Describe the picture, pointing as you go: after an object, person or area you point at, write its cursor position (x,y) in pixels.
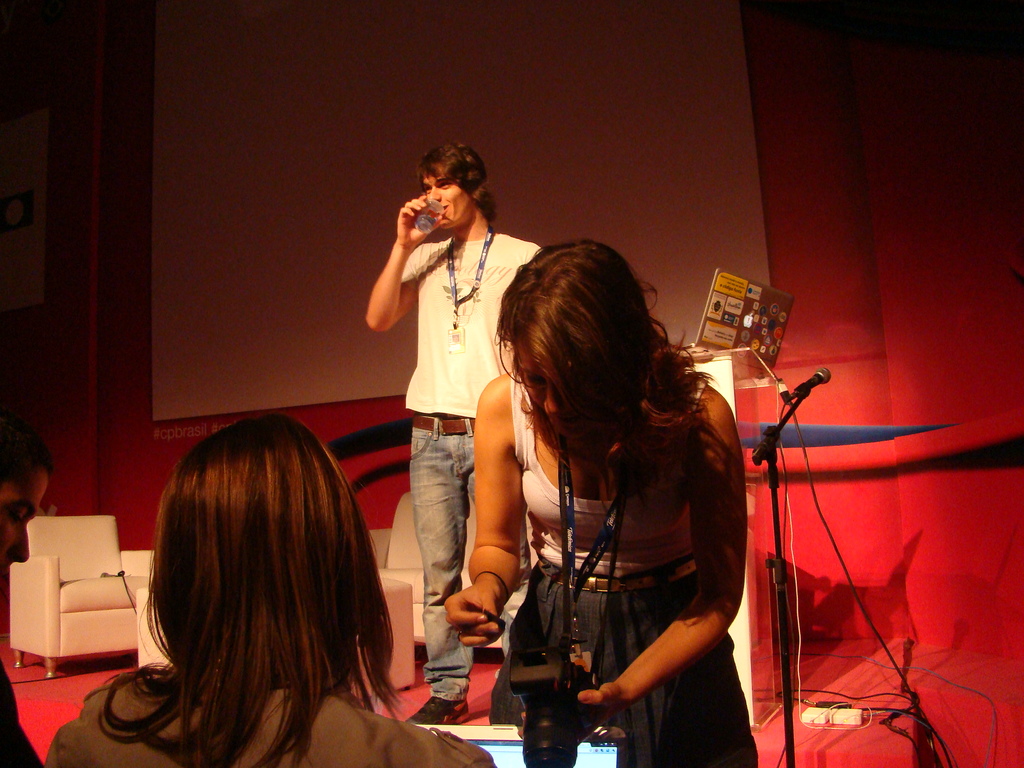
This picture is of inside. On the right (804,397) there is a microphone (812,385) attached to the stand (788,725) and placed on the ground (839,746). In the center (583,382) there is a woman (589,528) wearing white color t-shirt (646,522), holding camera (572,681) and standing. There is a woman (278,628) seems to be sitting, behind her there are some chairs (104,564) and a man (426,273) wearing white color t-shirt (445,336), drinking and standing. In the background (603,138) there is a board (232,234) and a wall (820,169).
